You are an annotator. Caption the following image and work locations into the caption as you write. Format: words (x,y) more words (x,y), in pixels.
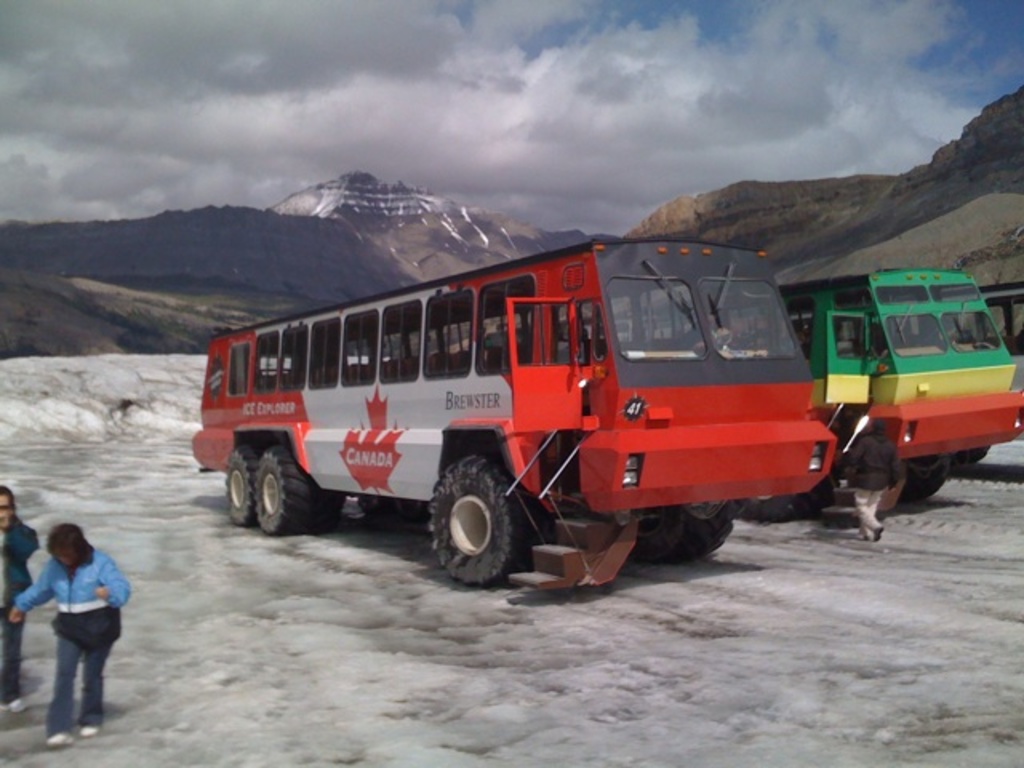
In this picture we can see two vehicles (898,353), there are three persons (879,461) walking in the front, in the background (547,235) there is a hill (376,209), we can see the sky (644,82) and clouds (616,64) at the top of the picture (581,79).
